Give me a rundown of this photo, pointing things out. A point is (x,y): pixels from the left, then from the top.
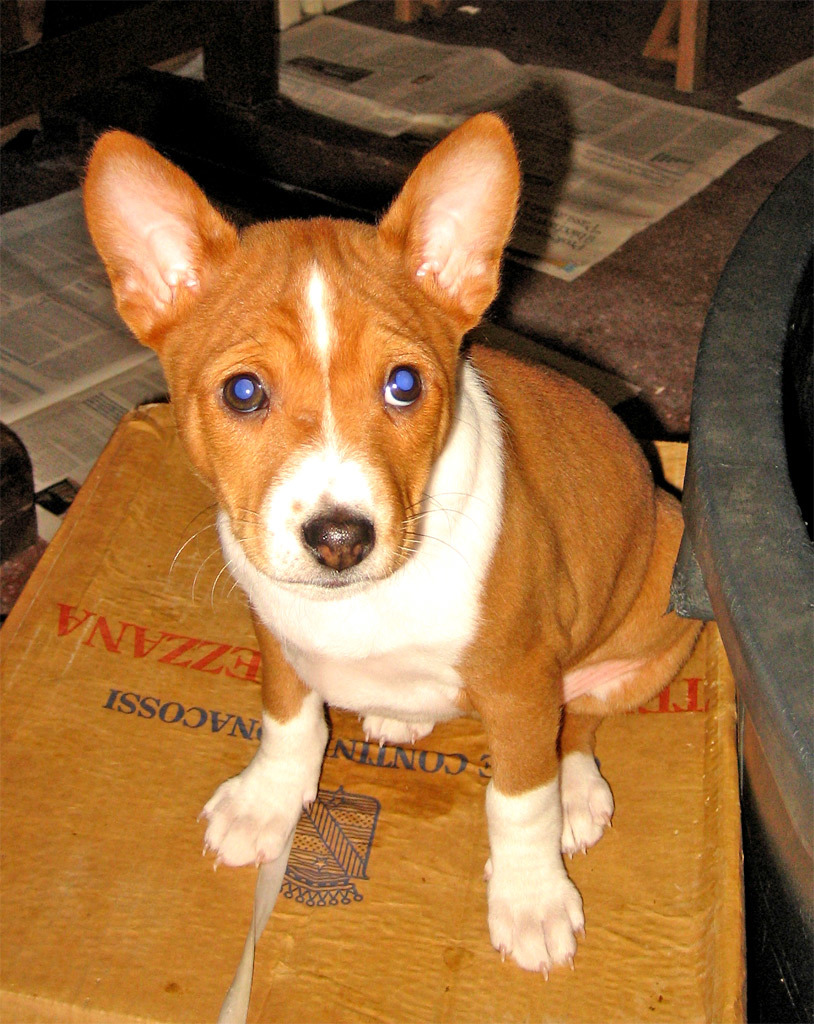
In this image I can see a dog (260,232) in a sitting position.
